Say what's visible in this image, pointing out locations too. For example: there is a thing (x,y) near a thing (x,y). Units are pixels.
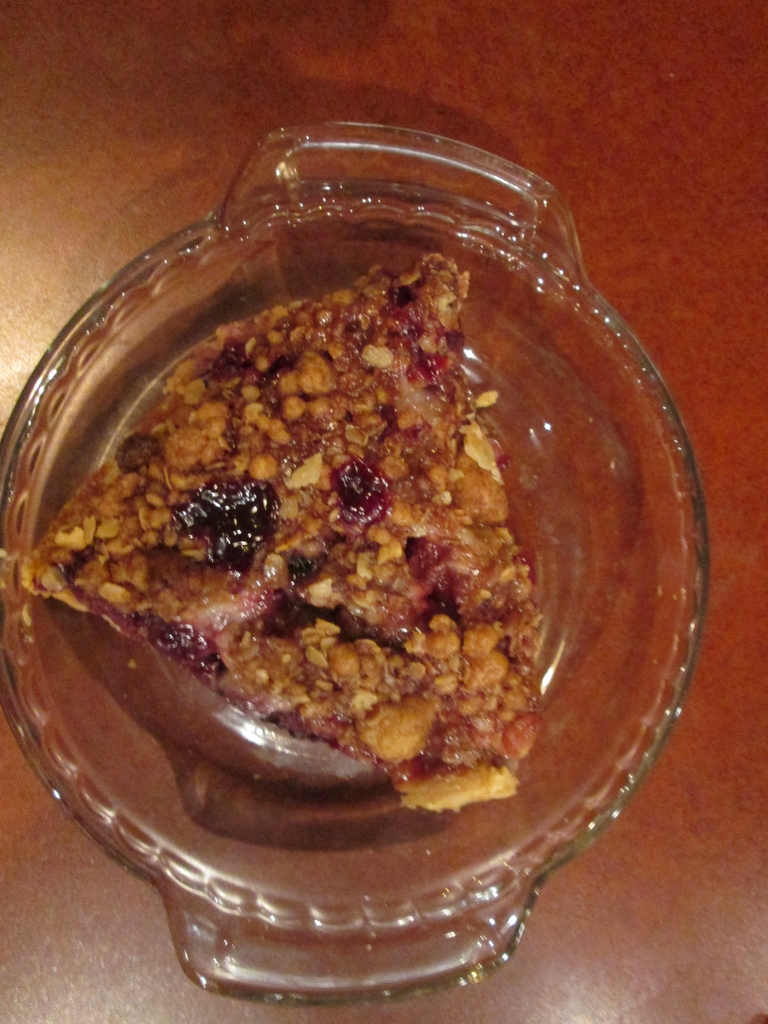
In this picture I can see food (326,562) in the glass bowl (82,633) and looks like a table (44,206) in the background (123,998).
